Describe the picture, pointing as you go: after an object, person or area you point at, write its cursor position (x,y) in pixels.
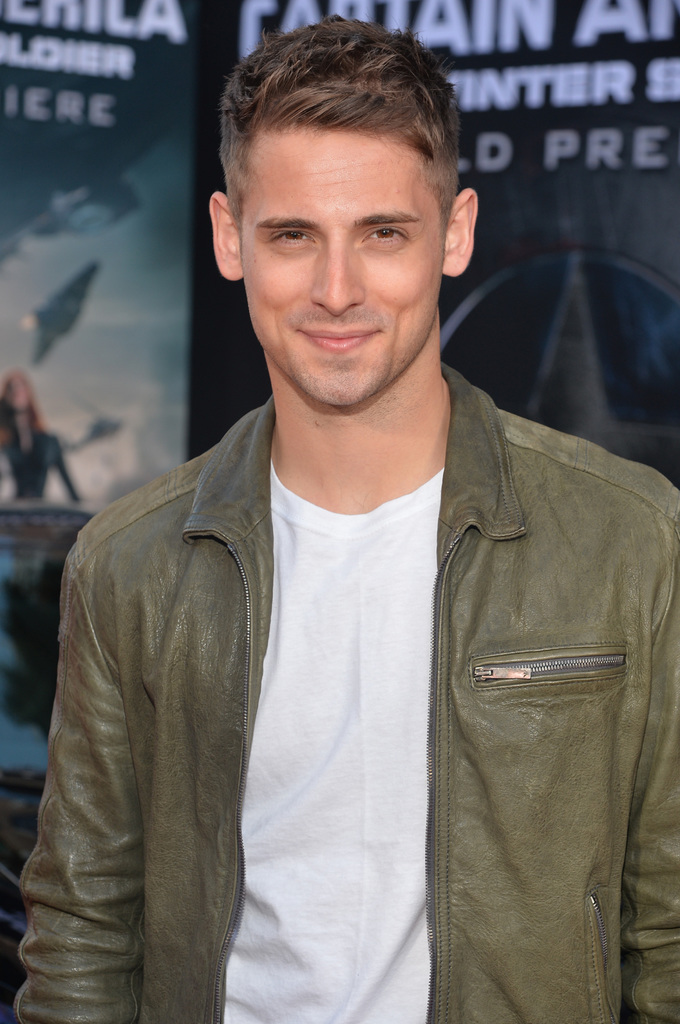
There is one man (339,675) standing and wearing a jacket (472,678) as we can see in the middle of this image (247,666). We can see a wall poster (173,328) in the background (583,349).
